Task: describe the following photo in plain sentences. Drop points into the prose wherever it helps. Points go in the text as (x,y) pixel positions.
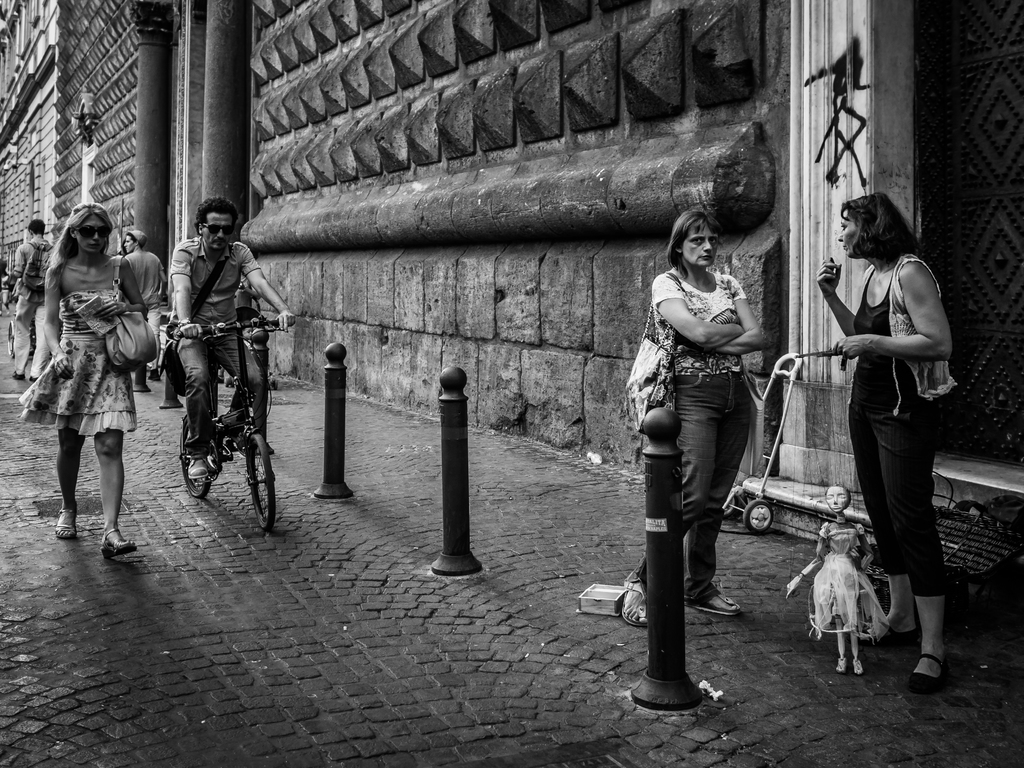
In this image we can see a black and white image. In this image we can see some persons (698,330), poles (659,434), bicycles (238,407), bags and other objects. In the background of the image (665,148) there is a wall (434,105), poles (234,139) and other objects (967,207). At the bottom of the image (539,701) there is the floor (644,715).
